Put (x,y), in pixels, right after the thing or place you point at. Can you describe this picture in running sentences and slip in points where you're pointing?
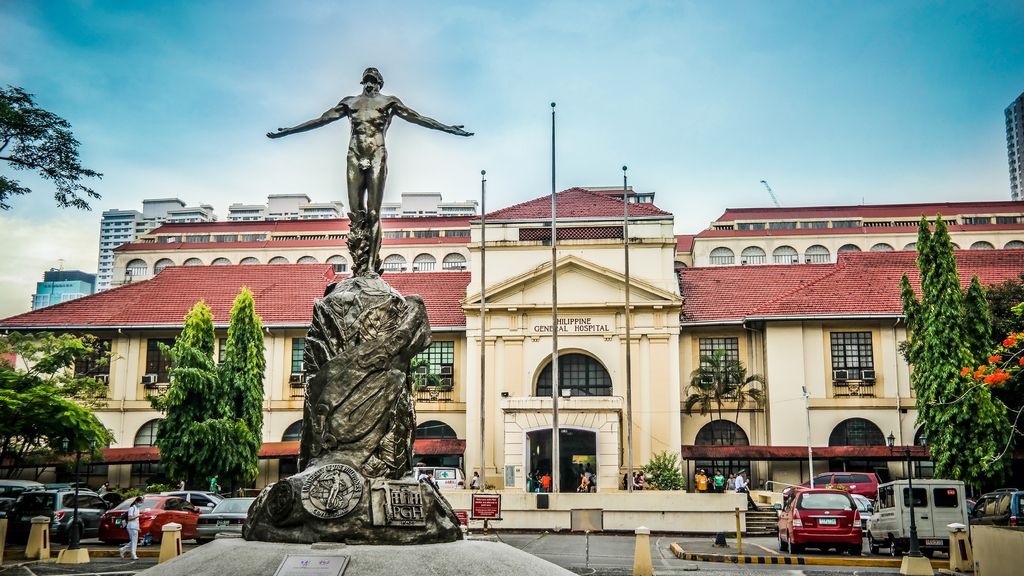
This image is clicked outside. There is a building (521,331) in the middle (607,343). There are trees (71,352) on the left side (238,432) and right side (1000,306). There is a statue (326,384) in the middle (378,326). There are cars (16,524) at the bottom (21,487). There are some persons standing at the bottom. There is sky (509,101) at the top (549,66).
